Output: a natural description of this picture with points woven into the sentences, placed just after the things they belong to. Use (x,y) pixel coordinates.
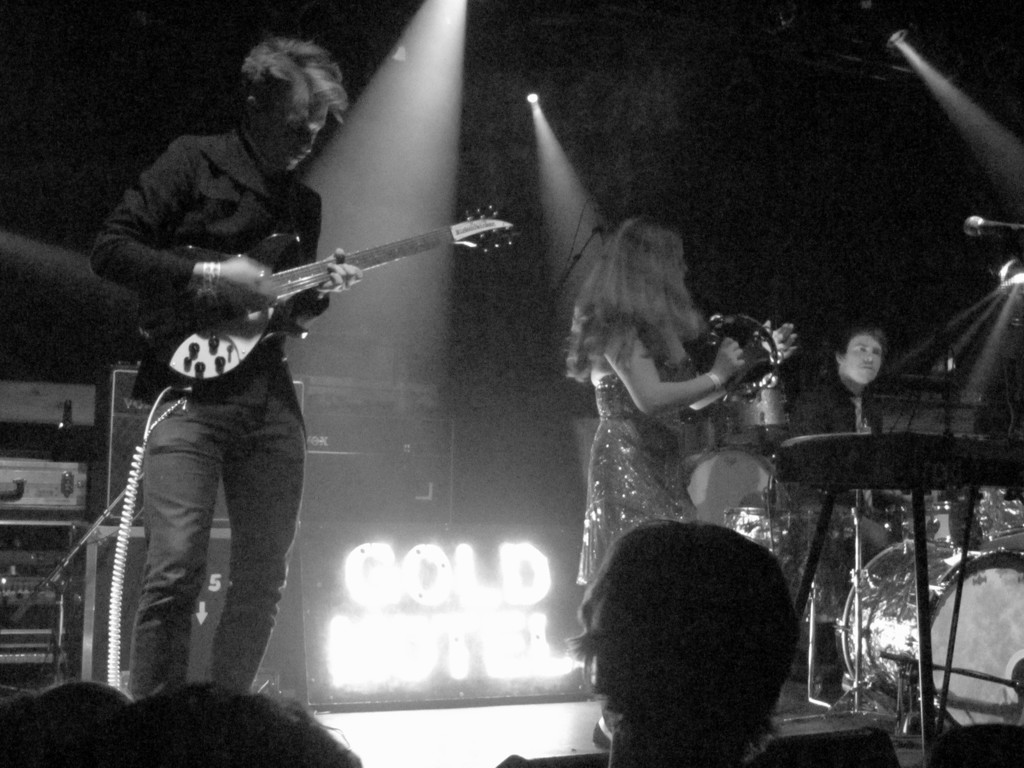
A black and white picture. These two persons (614,471) are standing on stage (322,716) and playing musical instruments (279,320). On top (536,99) there are focusing lights (543,146).
